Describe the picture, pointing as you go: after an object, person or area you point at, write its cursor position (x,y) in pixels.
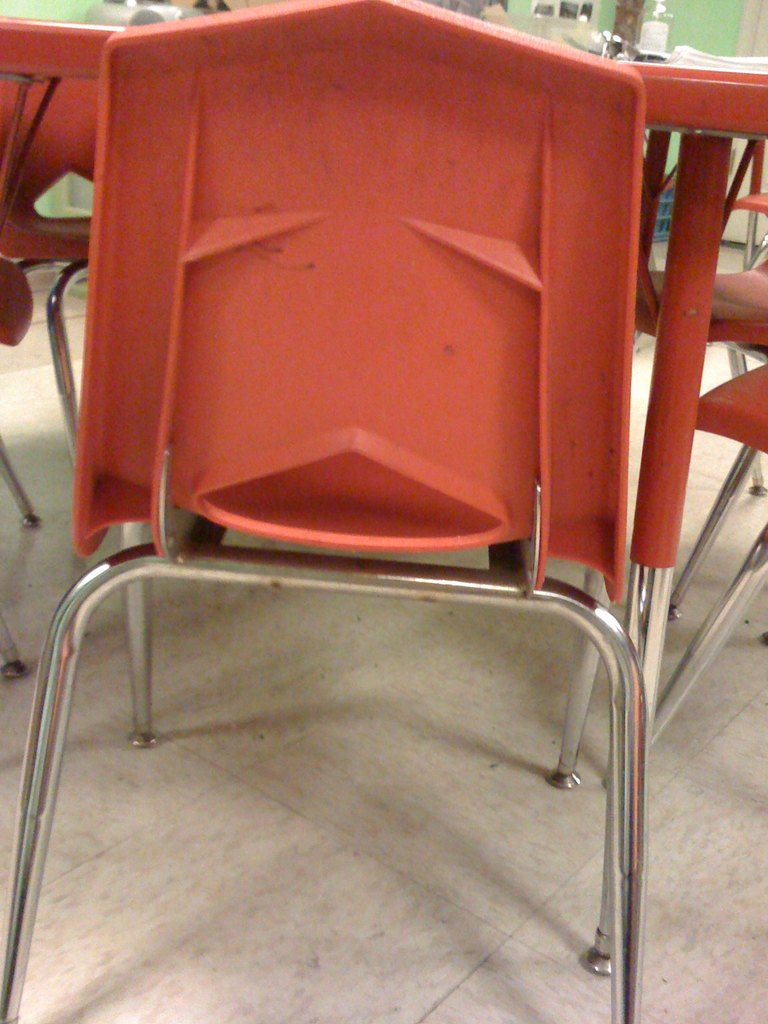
In this image we can see a group of chairs (502,277) and table (666,118) placed on the ground (360,809). In the background (716,27), we can see a basket (668,198) and a wall (708,39).
